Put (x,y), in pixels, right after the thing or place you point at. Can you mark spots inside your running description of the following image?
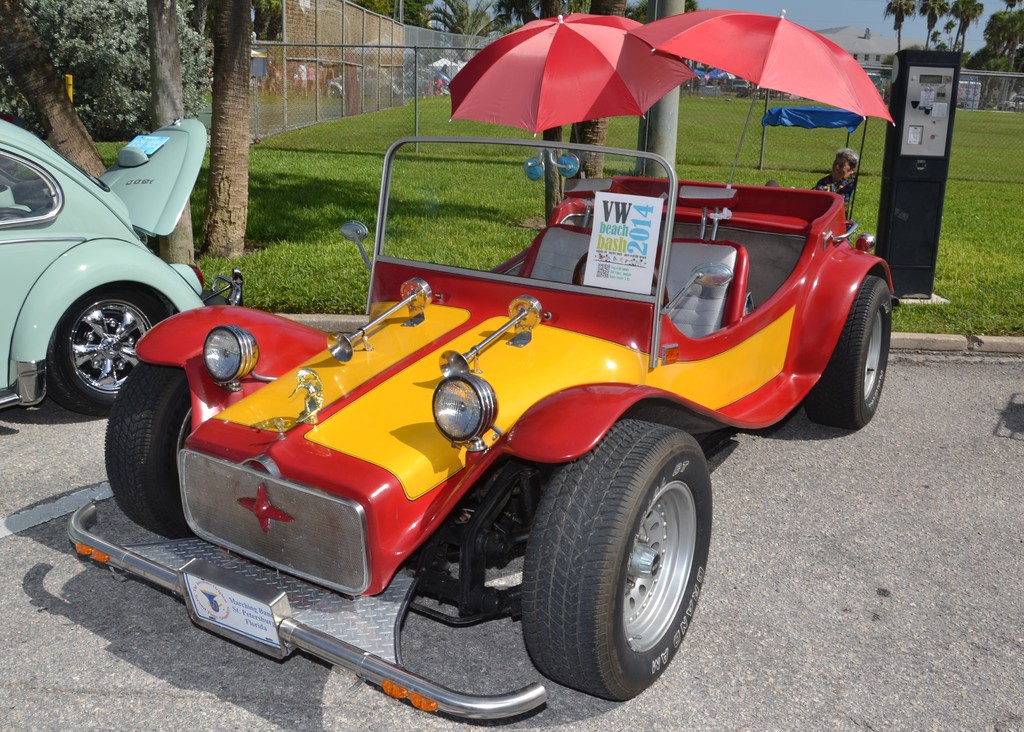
In this image we can see one house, two vehicles (467,168) on the road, one poster (607,222) with text (614,233) attached to the red vehicle glass (439,180), two umbrellas (530,43), some people (279,76) are standing, some tents (431,67), some vehicles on the ground (375,126), some fences (375,126), some people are sitting, some objects (949,62) on the ground (755,114), some trees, some grass (974,121) on the ground (969,113) and at the top (754,8) there is the sky (740,8).
